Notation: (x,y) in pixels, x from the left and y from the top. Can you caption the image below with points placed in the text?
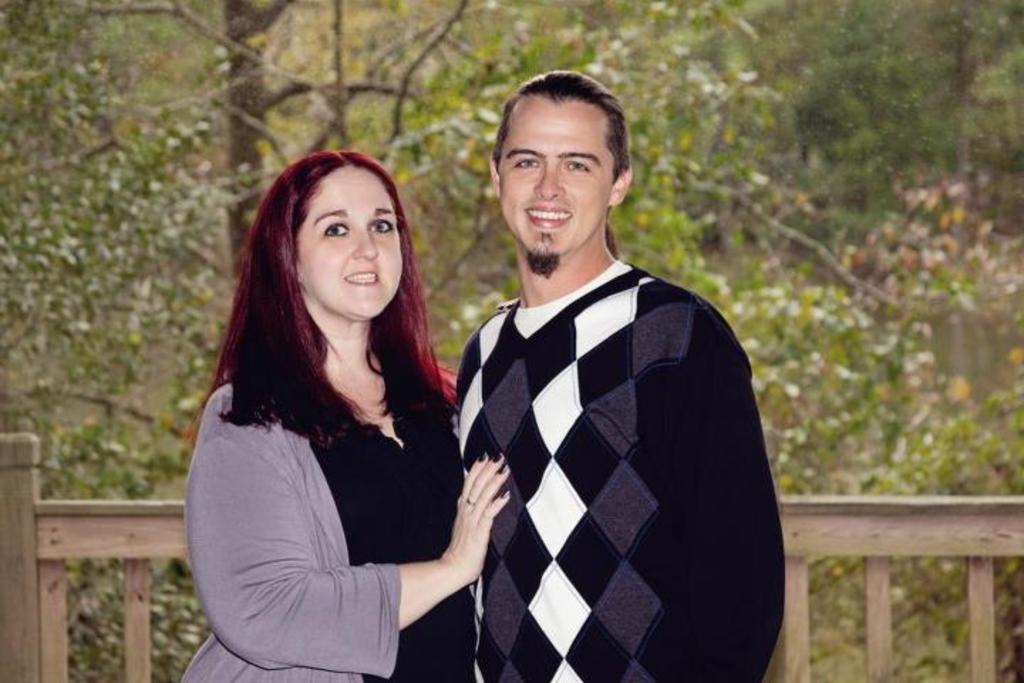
In this picture we can see two people (632,466) standing and smiling. We can see a wooden fence (914,552), plants (173,638) and trees (882,168) in the background (540,17).
